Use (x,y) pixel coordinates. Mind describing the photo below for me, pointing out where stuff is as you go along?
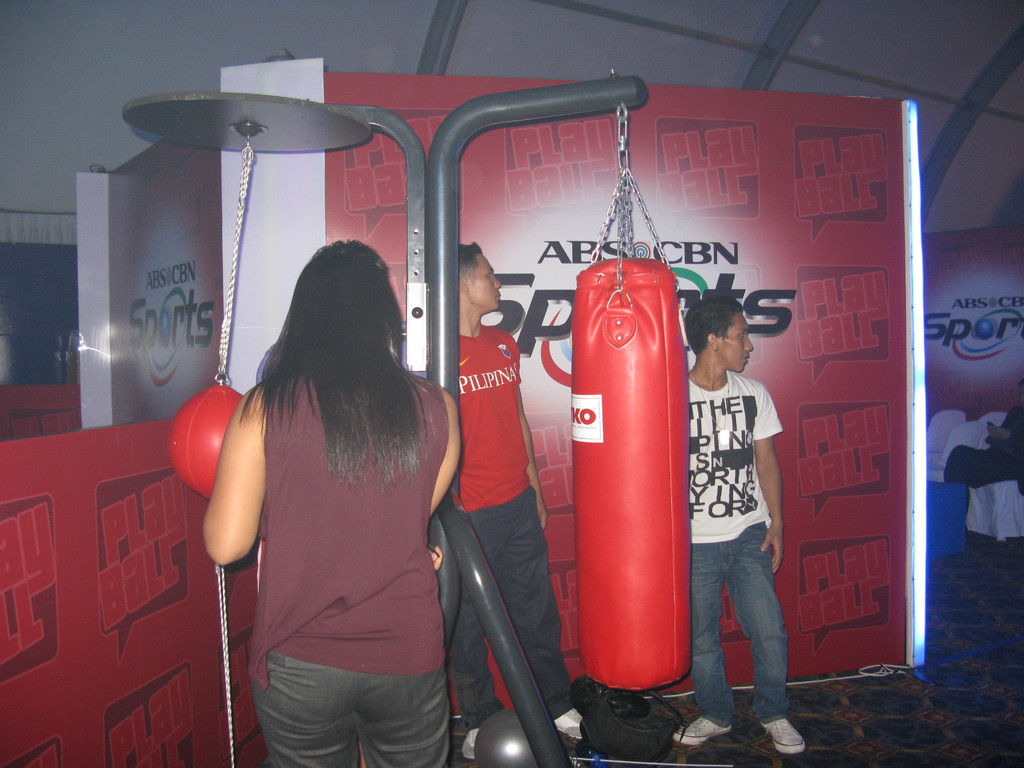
In this image there are a few people (377,586) standing in front of the punching bags (585,447), in the background (564,261) there is a banner (872,471). On the right side of the image (952,476) there is a person (993,472) sitting on the chair (1014,490), beside him there are few more chairs (977,432). At the top (707,37) there is a ceiling (648,36).
